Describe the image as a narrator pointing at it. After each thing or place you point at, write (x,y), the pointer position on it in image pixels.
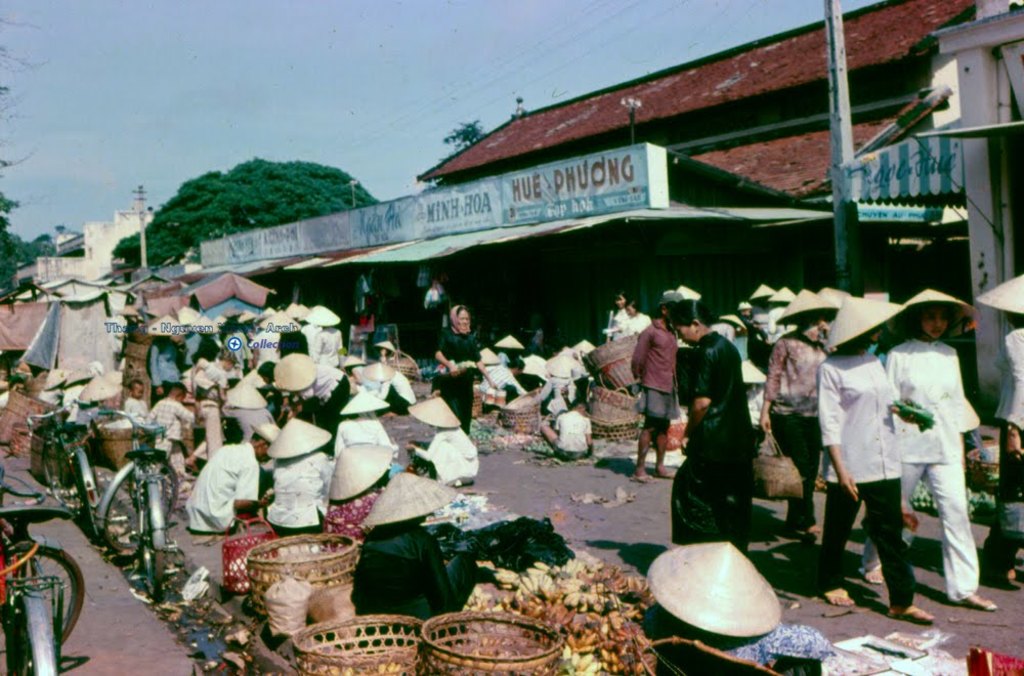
This image look like it has been taken in a market (223,278), where a group of people (370,448) are wearing caps (382,461) and selling food items (564,622) and a few (703,474) among them are carrying objects (765,474) and walking, in front of them there are poles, houses (725,192) with has some text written on the boards (648,185), on the bottom left corner of the image (160,455) there are bicycles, and in the background (306,191) there are houses (80,262), trees (115,252) and a pole (138,201).
